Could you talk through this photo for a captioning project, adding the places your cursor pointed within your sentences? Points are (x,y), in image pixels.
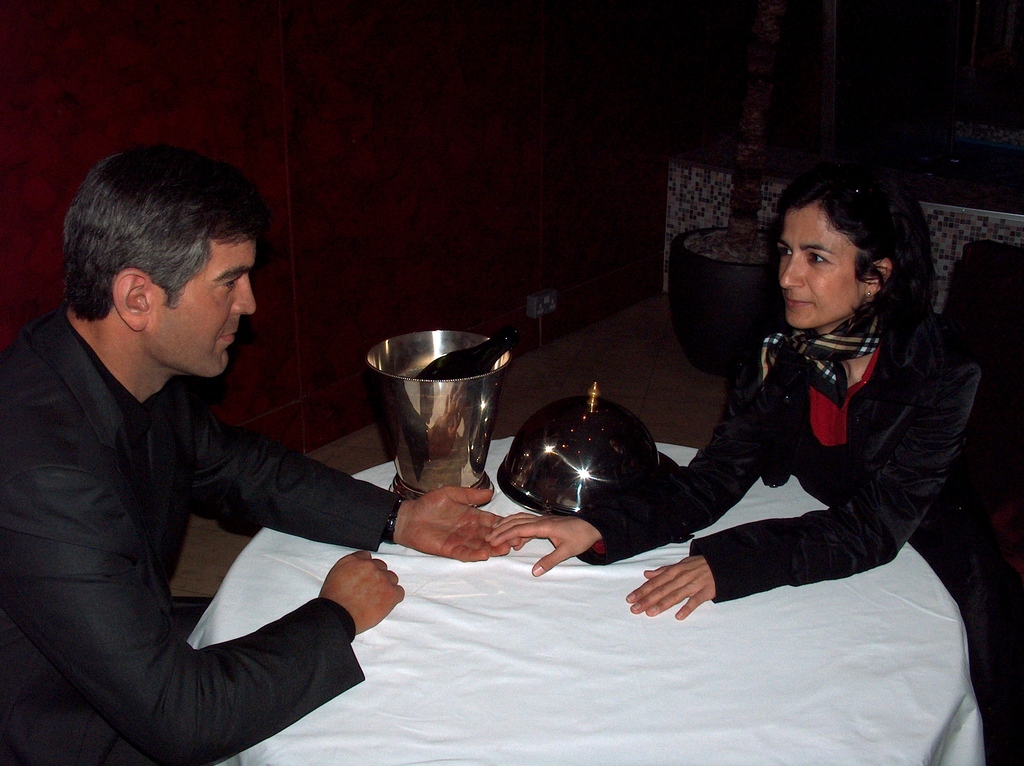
There is a man (456,493) and a woman (809,523) sitting in front of a table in the foreground area (617,550), there is a white colored cloth (547,685), it seems like a lid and a bottle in a bucket (433,439) on a table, it seems like a plant (742,217) in the background (751,212).
